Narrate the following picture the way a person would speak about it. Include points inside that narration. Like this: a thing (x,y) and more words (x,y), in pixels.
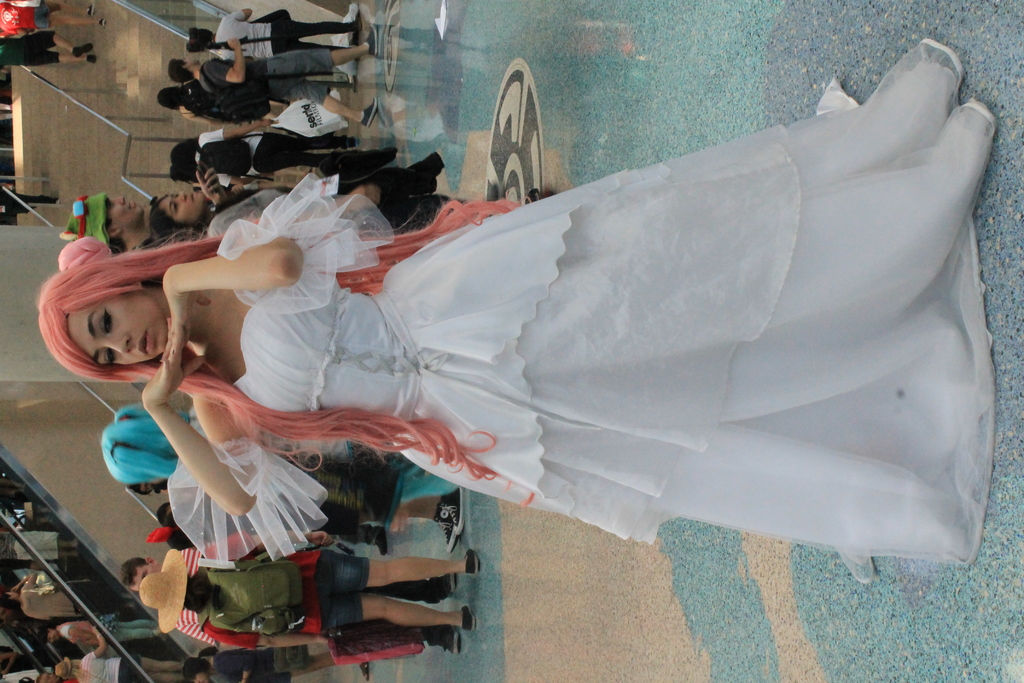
In this image, we can see a woman (293,415) standing and she is wearing a white color dress (600,337), in the background (282,60) there are some people (289,74) walking.
